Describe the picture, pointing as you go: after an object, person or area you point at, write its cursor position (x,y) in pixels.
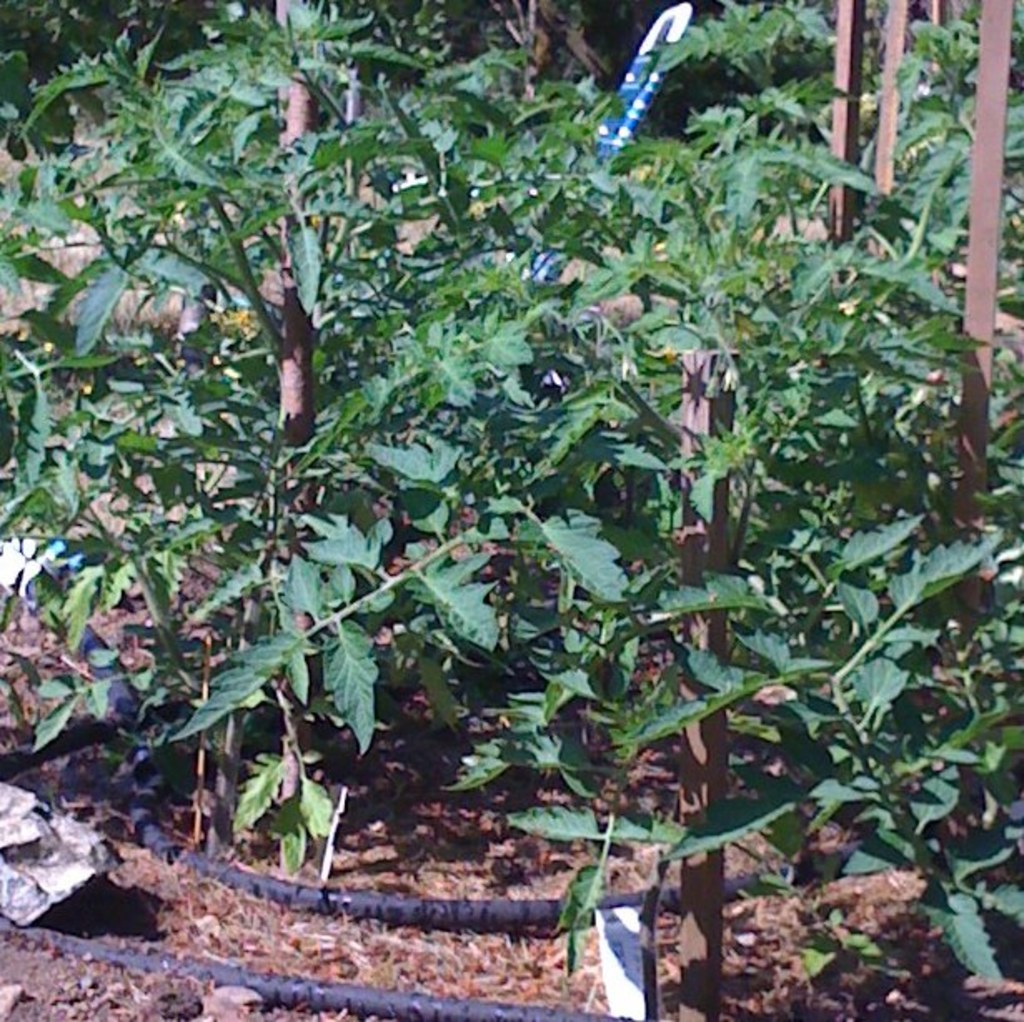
In this image, we can see some plants (772,402). There are pipes (357,896) on the ground (384,968). There are poles (889,164) in the top right of the image (993,229).
